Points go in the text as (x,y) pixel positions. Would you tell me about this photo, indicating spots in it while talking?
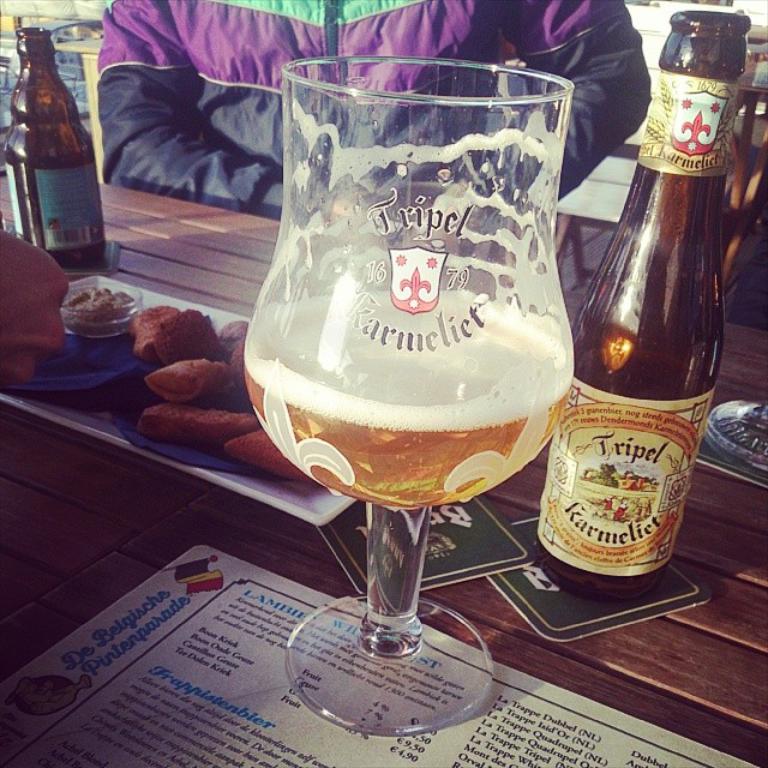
On the table (440,588) we can see food items (204,414), beer bottles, glass (399,336). Behind it there is a man (222,43) over here.
